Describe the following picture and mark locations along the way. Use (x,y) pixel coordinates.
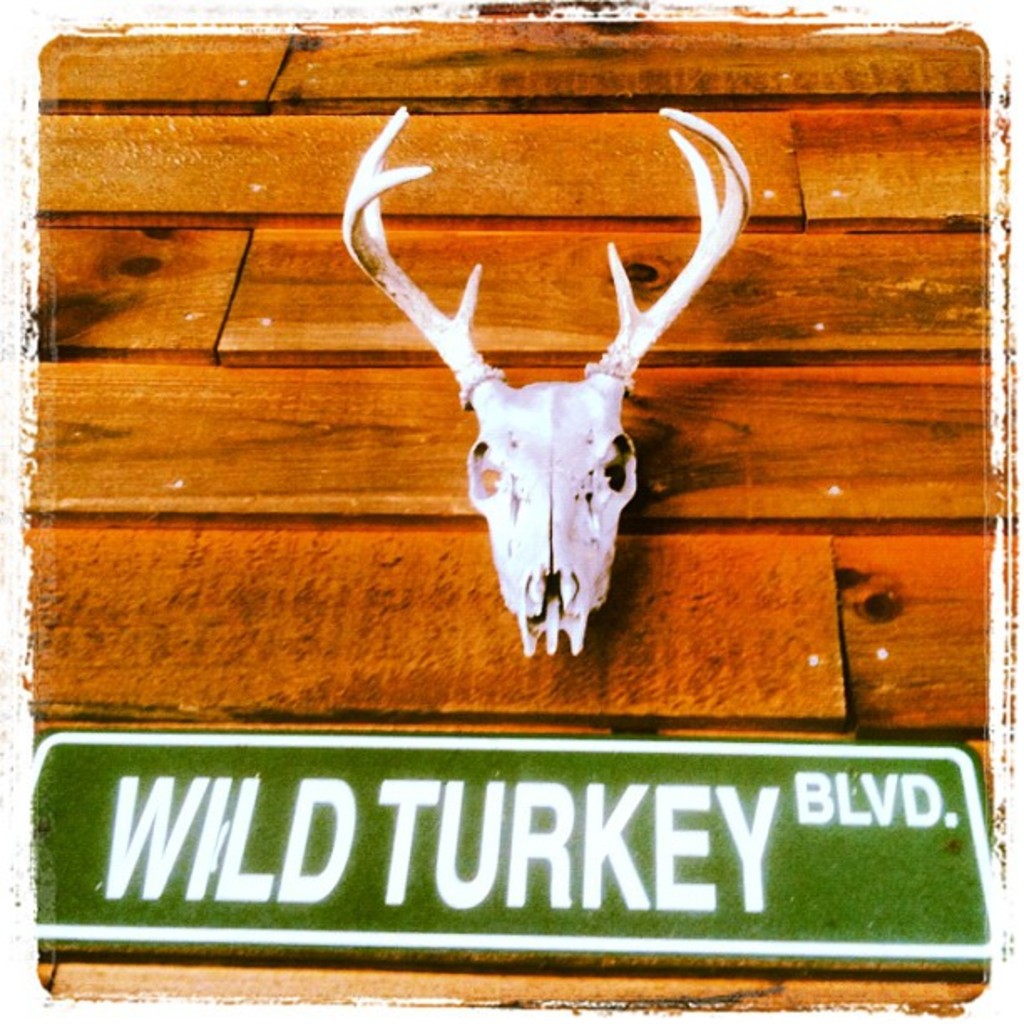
In this image, we can see a name board (556,847) with some text (328,871) and decorative items (570,479) are on the wooden surface (433,431). It is an edited picture.
